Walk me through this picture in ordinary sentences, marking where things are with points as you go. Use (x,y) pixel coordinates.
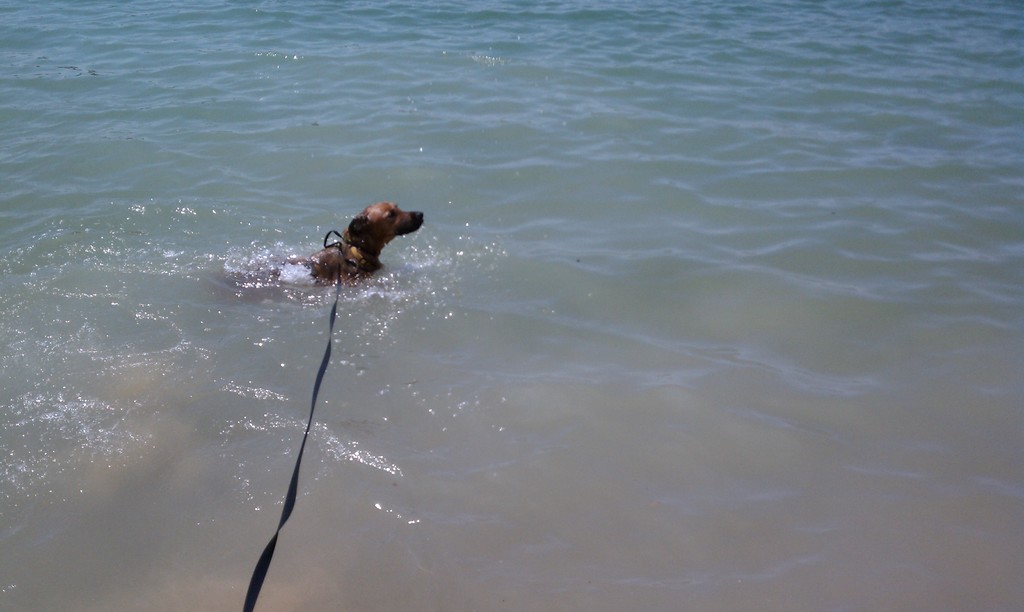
There is a dog (364,226) which is tightened with the black belt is in the water (344,230).
